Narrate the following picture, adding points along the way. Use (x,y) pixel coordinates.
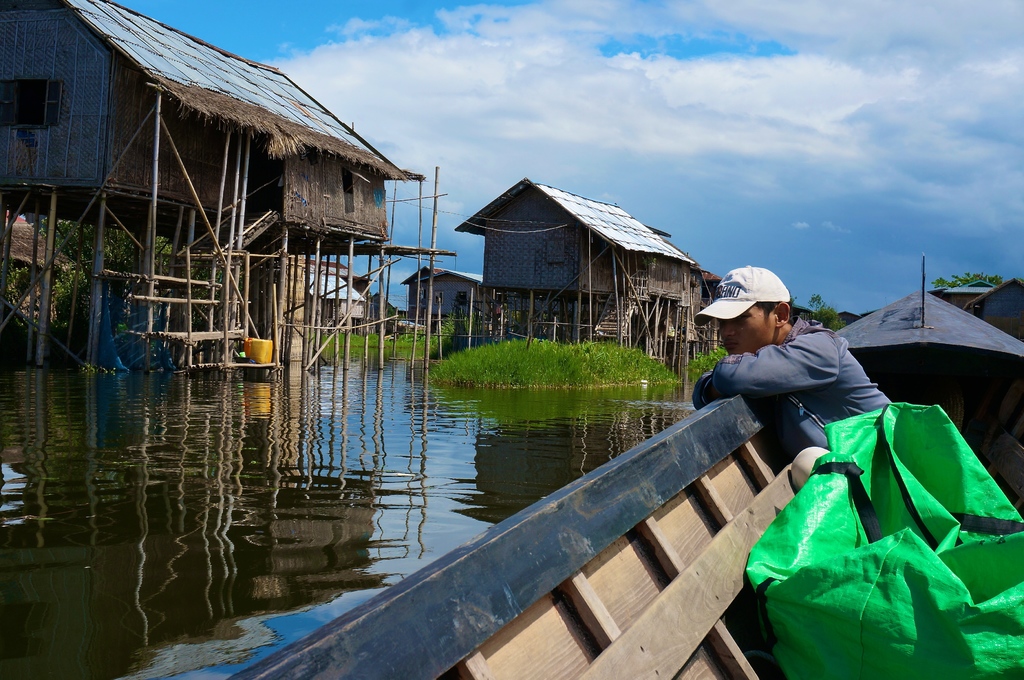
In this image there is the sky (630,73) truncated towards the top of the image (680,81), there are clouds (631,77) in the sky (576,43), there are huts (601,238), there is a hut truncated towards the left of the image (54,72), there is water (265,504) truncated towards the left of the image (57,458), there are plants (537,345), there is a boat (748,455) truncated towards the bottom of the image (571,615), there is an object (846,583) truncated towards the bottom of the image (911,598), there is a person (776,352) sitting in the boat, there are trees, there is a house (1002,303) truncated towards the right of the image (987,337), there are objects (53,237) truncated towards the left of the image (42,244).
